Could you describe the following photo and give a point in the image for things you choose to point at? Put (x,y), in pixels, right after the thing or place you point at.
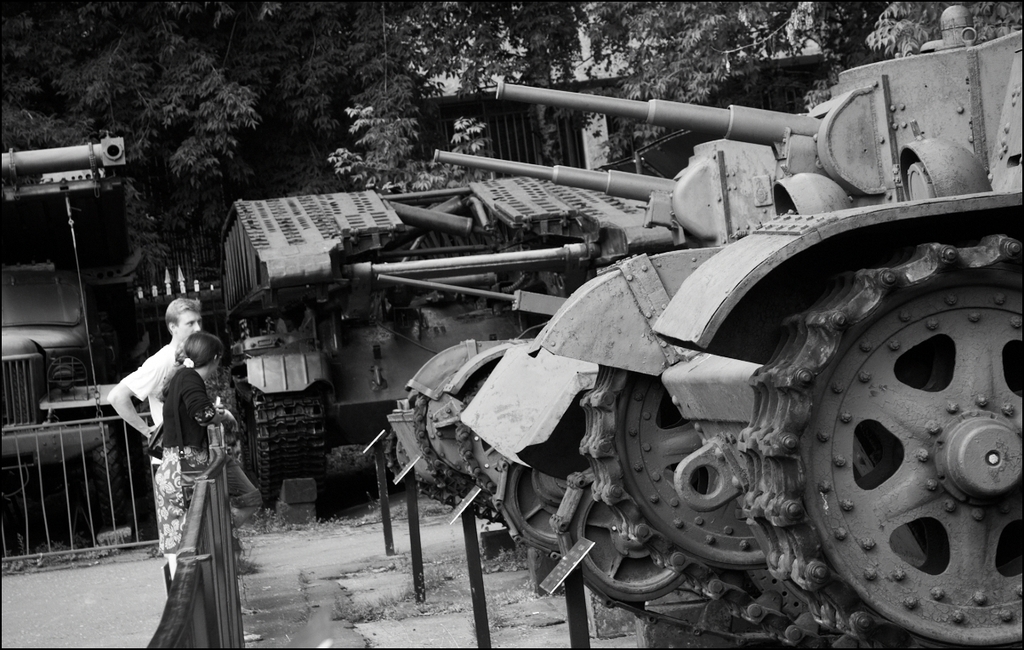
This is a black and white image. I can see the man (141,396) and woman (207,350) standing. These look like barricades (203,557). I can see the battle tanks (715,266). This looks like a truck (82,325). These are the trees (157,230). I can see the boards (376,441) attached to the poles (582,615).
